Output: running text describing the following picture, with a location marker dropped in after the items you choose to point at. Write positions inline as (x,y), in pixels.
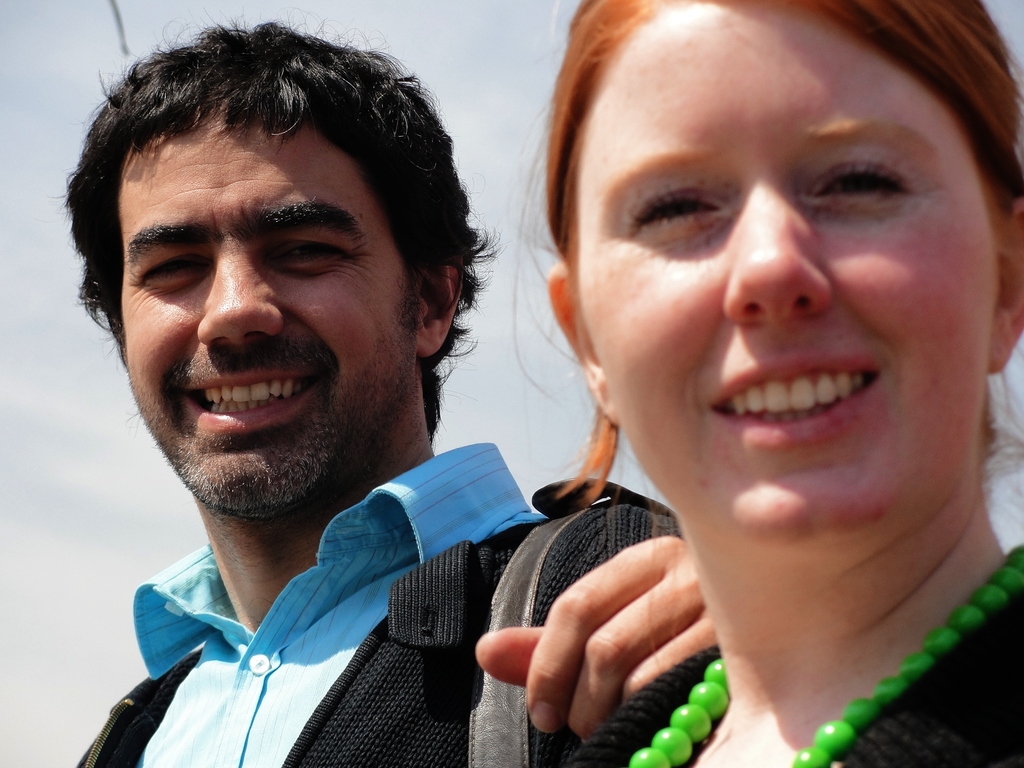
In this image in the foreground (277,456) there is one man (173,591) and women (726,399) who are smiling, and in the background (48,297) there is sky (529,94).
